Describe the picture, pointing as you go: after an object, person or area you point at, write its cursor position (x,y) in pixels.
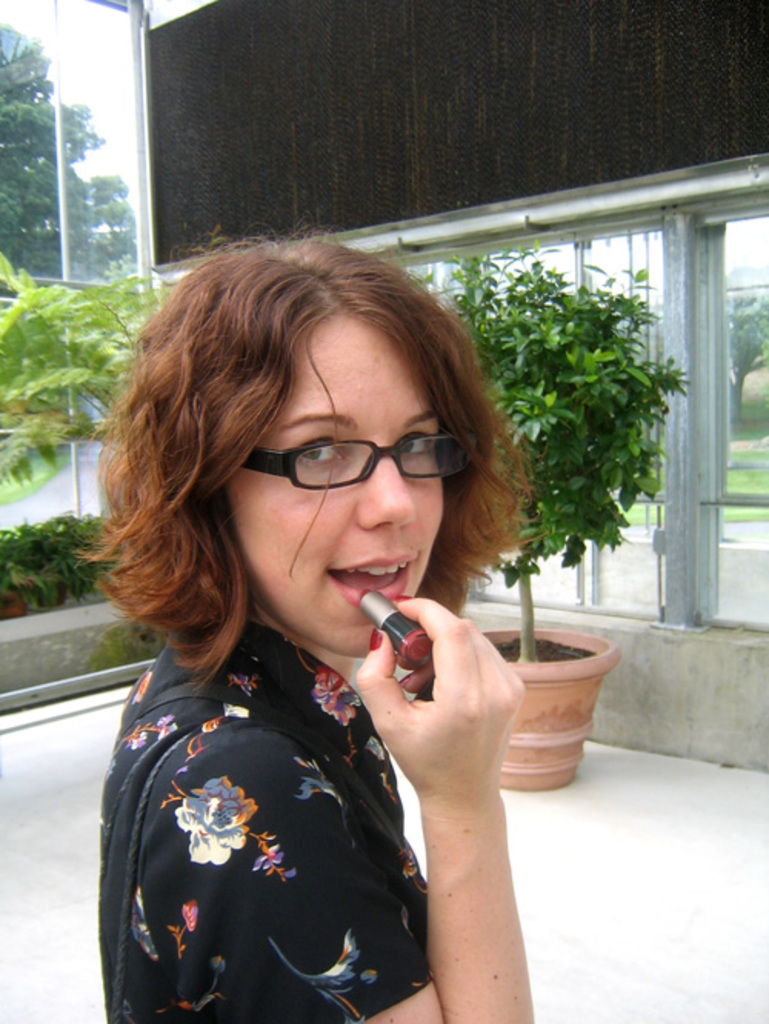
In this image I can see the person (149,799) wearing the black color dress (196,796) and holding the lipstick (394,639). In the background (24,603) I can see the flower pots (511,666), black color board (230,80) and the road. I can also see the trees (26,70) and the sky (88,74) in the back (26,70).
